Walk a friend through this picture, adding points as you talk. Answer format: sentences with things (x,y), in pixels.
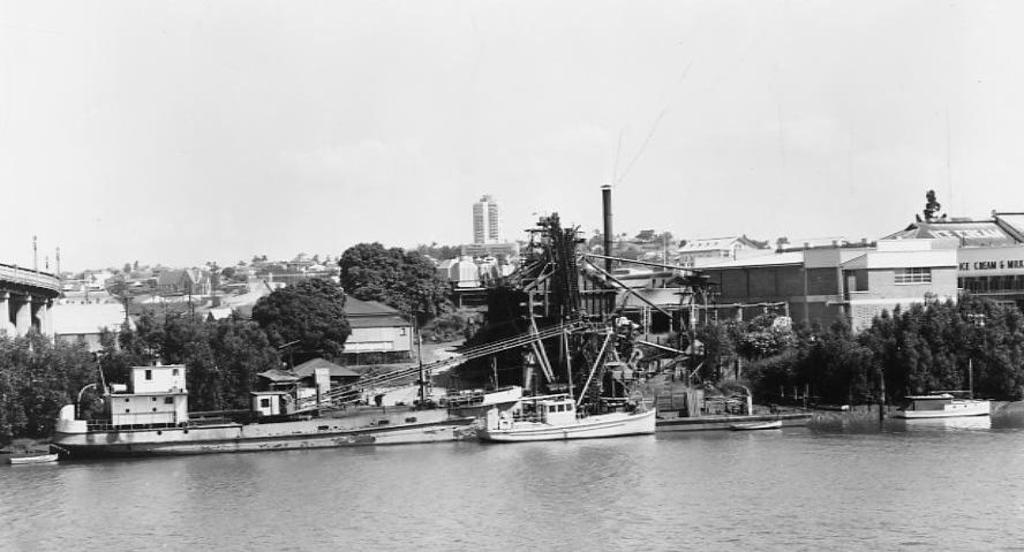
This is a black and white image. In the image we can see there are boats (504,430) in the water (407,462). There are even trees (288,322) and buildings (791,285) and a sky (711,145).
